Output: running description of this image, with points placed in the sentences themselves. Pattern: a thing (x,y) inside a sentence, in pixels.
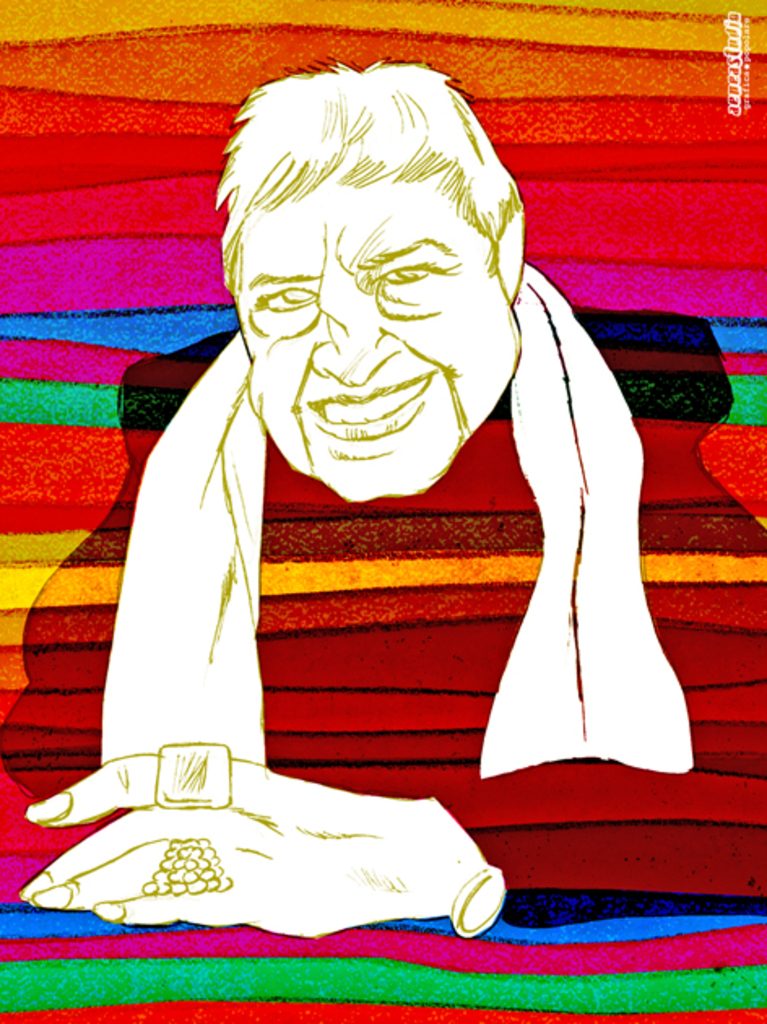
Here we can see a graphical image, in this picture we can see a depiction of a person (342,450), there is some text (728,59) at the right top of the picture (728,19).
